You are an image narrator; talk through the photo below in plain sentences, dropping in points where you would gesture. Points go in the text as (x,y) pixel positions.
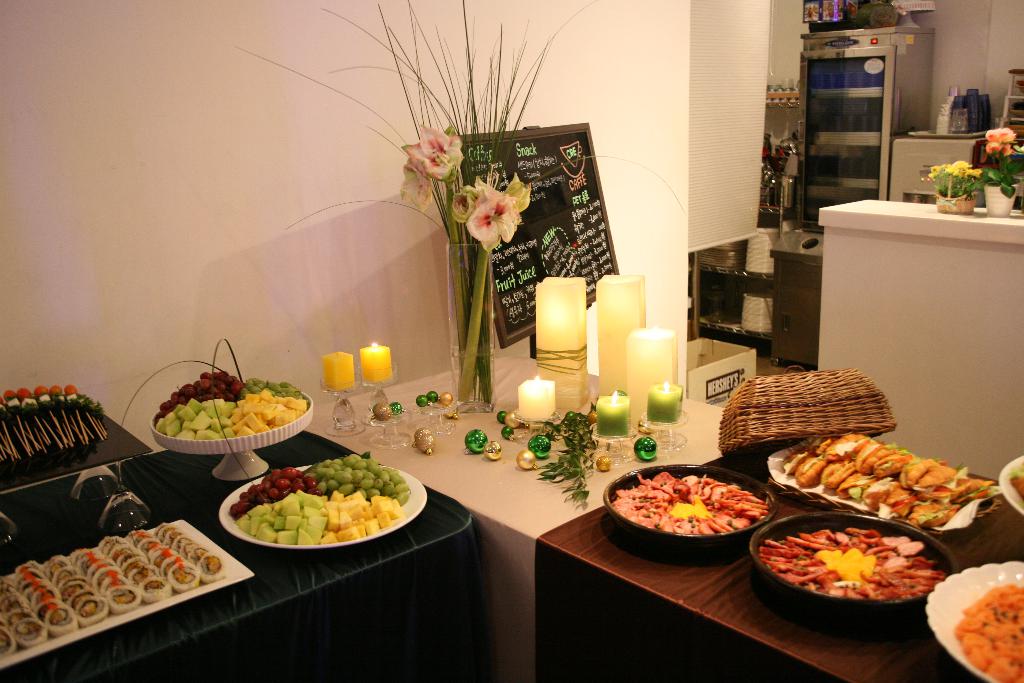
There was so much food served in plates (123,442) on a table (331,575) and a candle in the middle of it with a flower-vase (474,370) and a fridge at one corner of the room (630,173).
